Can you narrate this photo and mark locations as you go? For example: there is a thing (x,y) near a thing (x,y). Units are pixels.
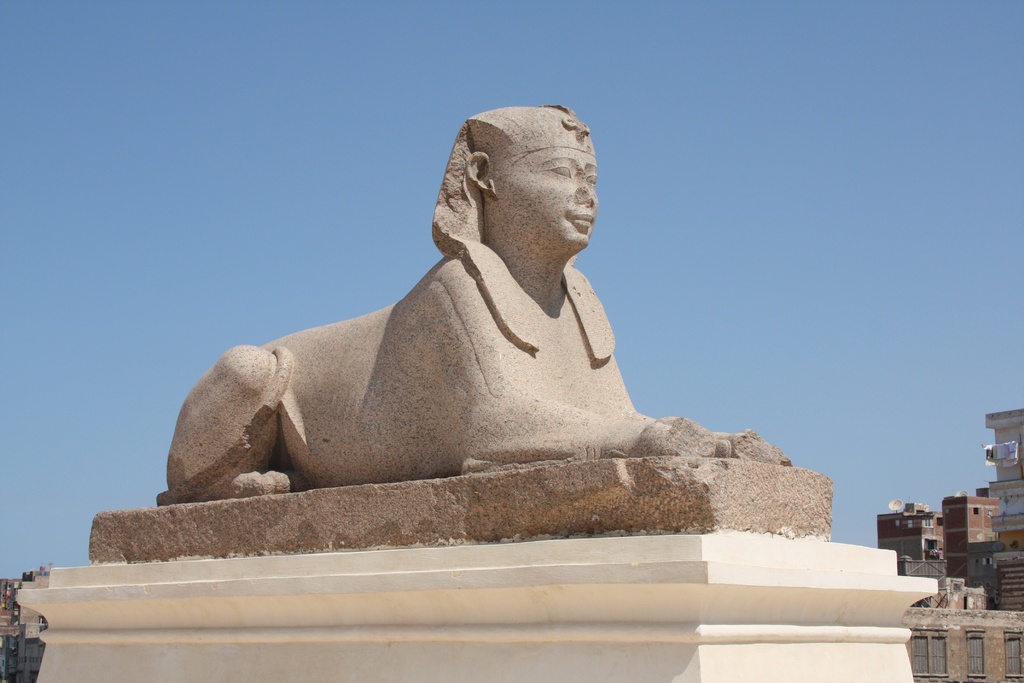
In this image I can see a sculpture (455,532) in the front (482,532). On the right side (888,544) and on the left side of this image (23,668) I can see number of buildings (1011,518). In the background (373,298) I can see the sky (648,147).
